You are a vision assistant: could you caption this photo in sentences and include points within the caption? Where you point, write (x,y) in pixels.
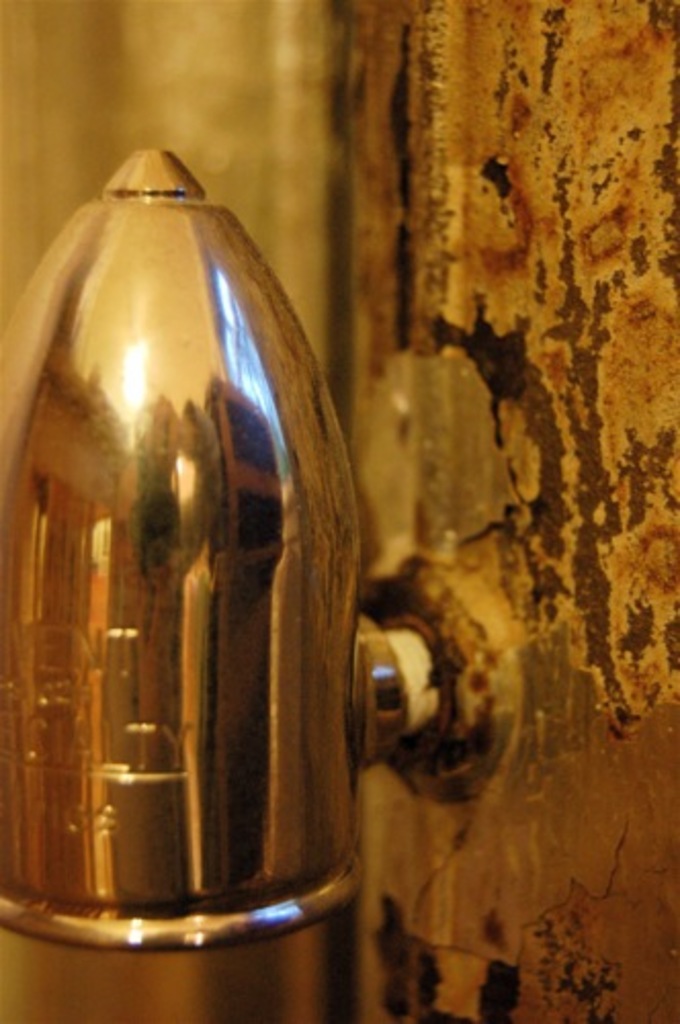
In the picture there is some object (200,489) fit to the wall (559,233).
